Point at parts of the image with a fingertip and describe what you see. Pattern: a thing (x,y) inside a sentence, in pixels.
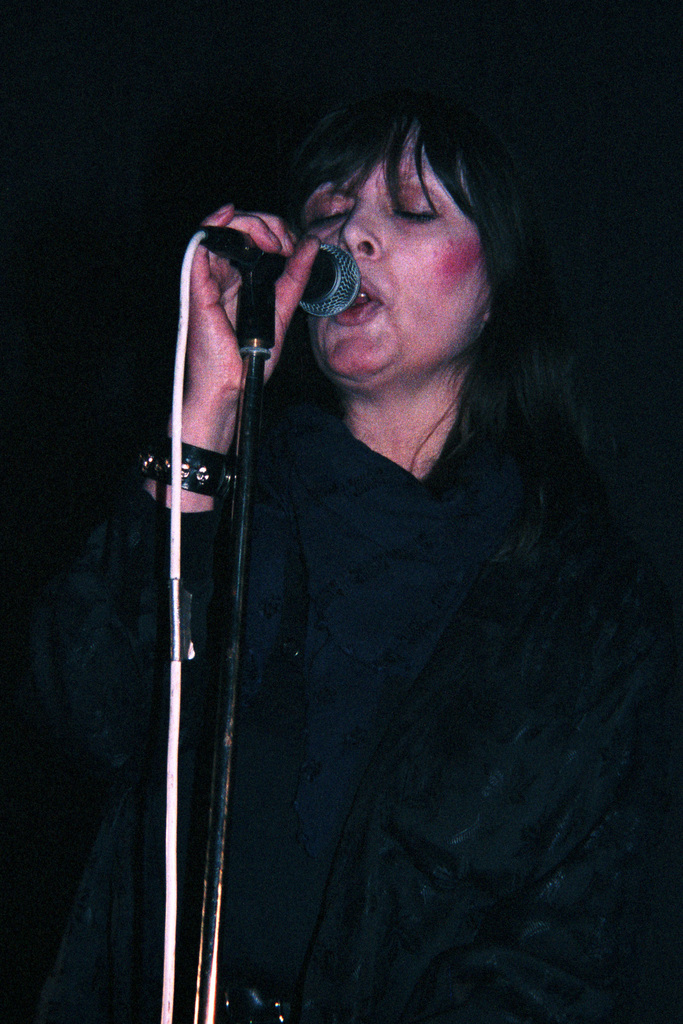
In this image I can see the person (424,454) is standing and wearing black color dress (387,556) and holding the mic (279,261). The mic (276,271) is on the stand (247,457).
